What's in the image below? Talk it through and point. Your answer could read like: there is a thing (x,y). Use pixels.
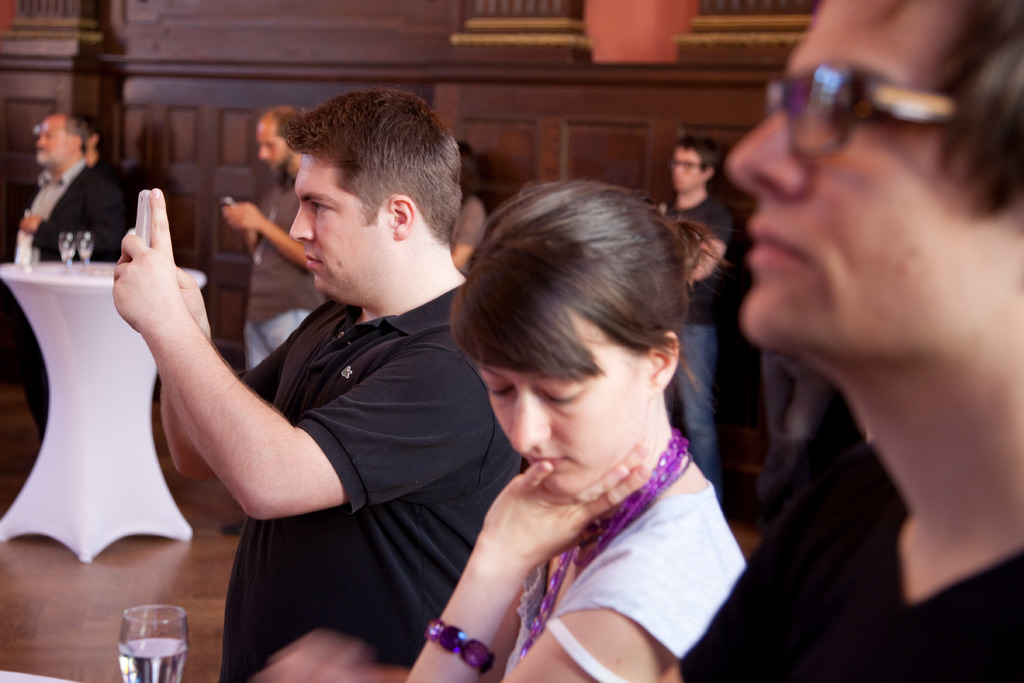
In the foreground of this image (811,359), there is a man (872,584), a woman (628,599) and a man (390,486) in black T shirt (385,504) holding a phone (140,219) are standing near a table (7,679) which is having a glass (159,663) on it. In the background (73,201), there are persons (260,142) standing, a table (76,279) on which two glasses (86,263) and a wall (284,48).
